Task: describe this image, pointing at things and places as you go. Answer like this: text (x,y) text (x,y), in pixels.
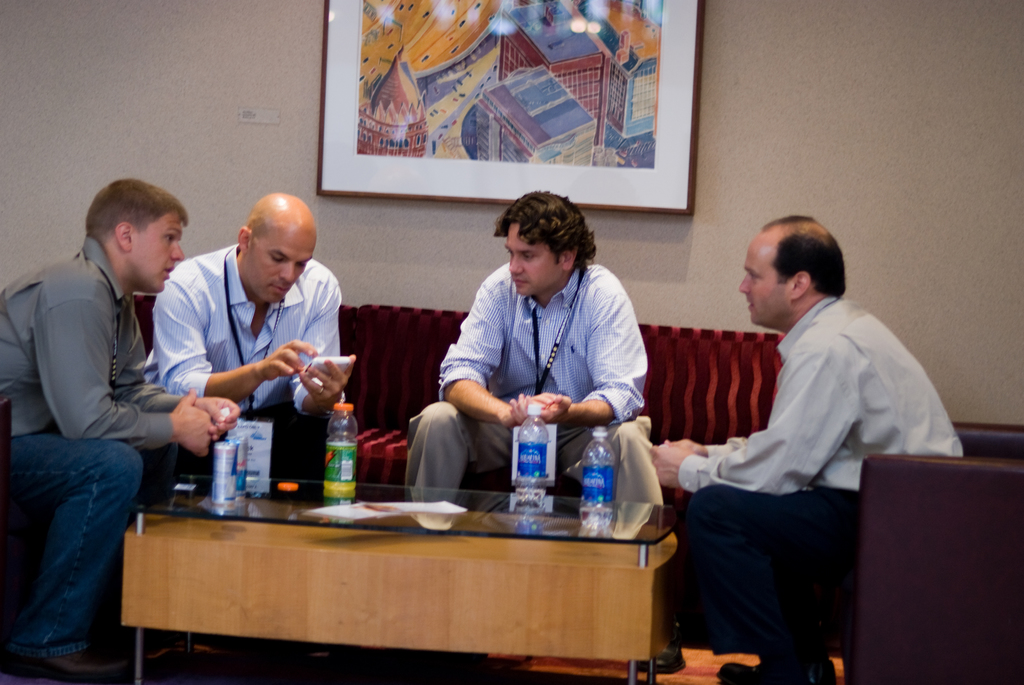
In this image we can see four persons (509,291) are sitting on the sofa (737,375) around the table (453,501). There are few bottles (337,490) and tins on the table (398,490). In the background (658,90) we can see a photo frame (504,155) on the wall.
